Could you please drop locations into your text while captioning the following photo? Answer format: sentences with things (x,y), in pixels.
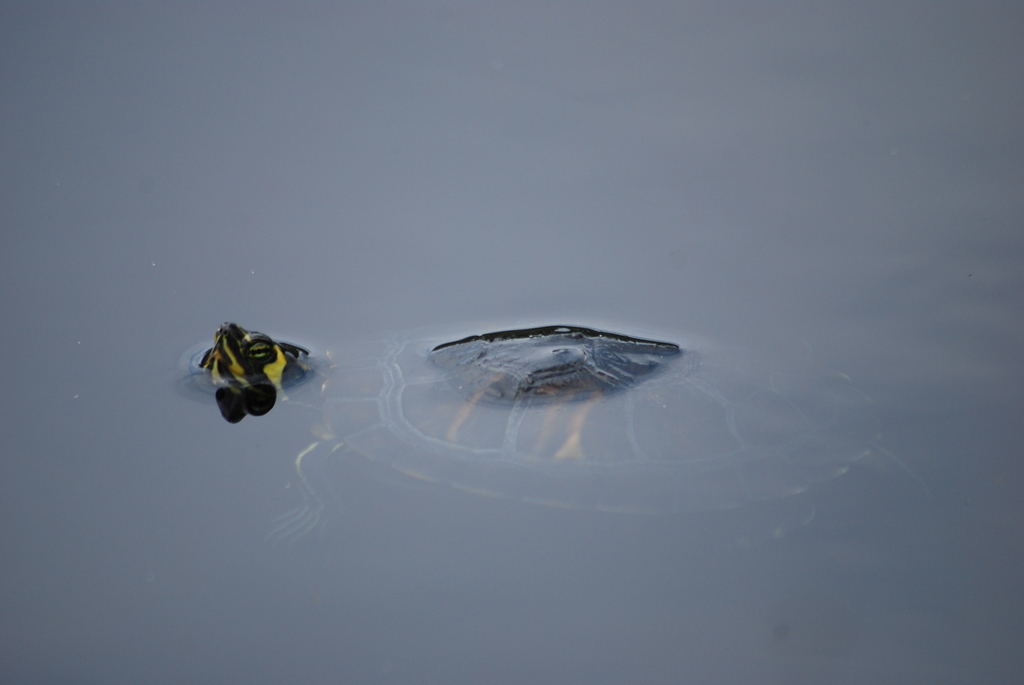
In this picture we can see a tortoise (624,394) in the water (767,466).
